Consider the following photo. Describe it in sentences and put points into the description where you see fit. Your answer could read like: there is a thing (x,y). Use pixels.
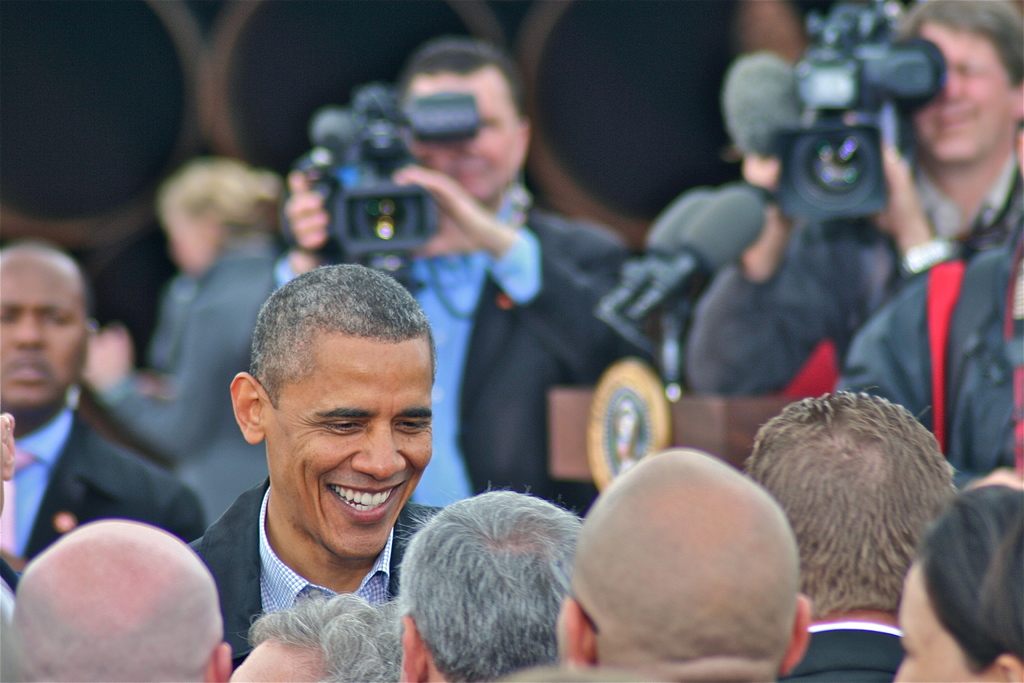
In this image there is a man (352,541) in the middle (348,439) who is talking to the people (446,562) who are in front of them. In the background (489,168) there are two persons (488,204) who are taking the video with the cameras (380,187).
